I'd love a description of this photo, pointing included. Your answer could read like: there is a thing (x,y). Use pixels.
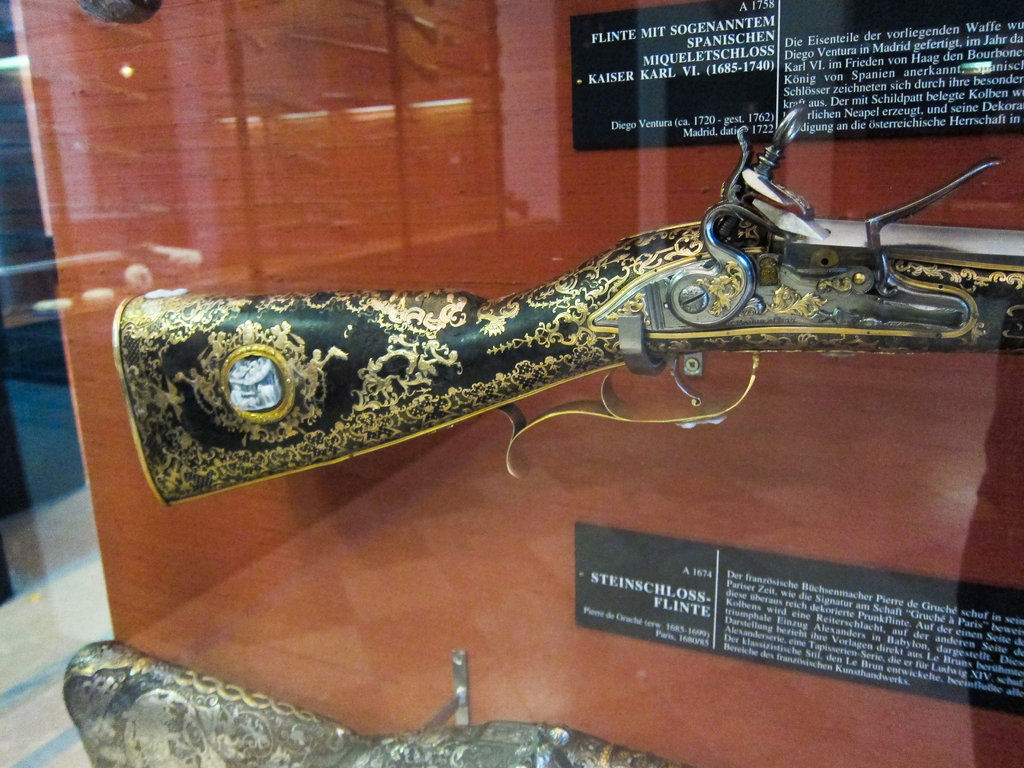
In the center of this picture (410,326) we can see a rifle (483,371) and in the foreground (217,741) there is an object (436,733) seems to be the rifle (239,722) and we can see the black color boards (812,69) on which the text (811,73) is printed. In the background (217,132) there is a wooden cabinet (285,527) and the ground (29,637).
